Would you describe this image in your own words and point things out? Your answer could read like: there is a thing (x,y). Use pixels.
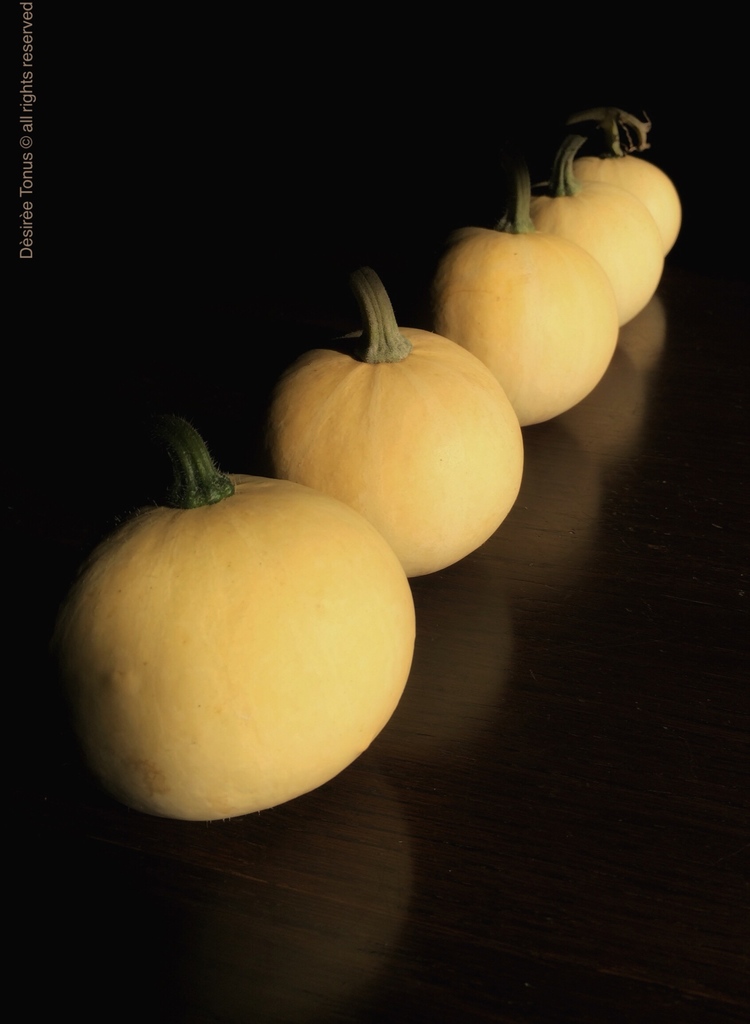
These are the pumpkins (337,414).
